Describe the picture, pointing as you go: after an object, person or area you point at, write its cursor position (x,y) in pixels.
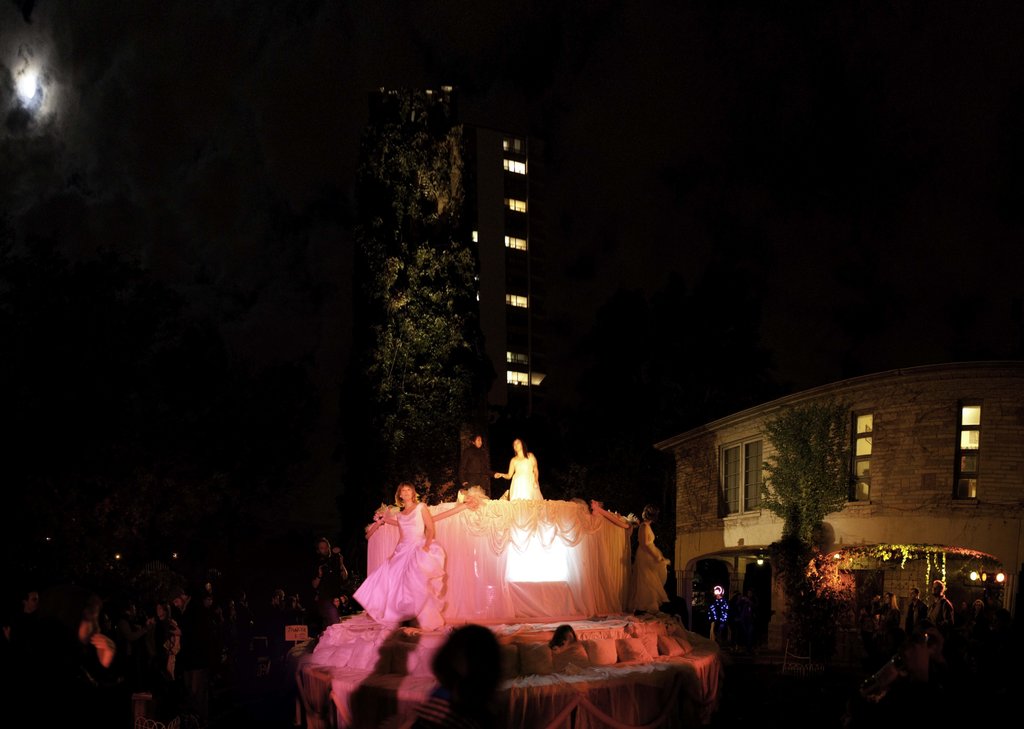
Here in this picture in the middle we can see a place (488,585) is decorated with curtains (503,564) and lights (528,573) and we can see three women (436,551) in white colored dress (391,573) standing over the place (464,551) and in front of them we can see number of people (205,590) standing and watching them and behind them we can see a house (682,524) with windows (726,514) present on it and we can also see plants (818,589) and trees (343,477) present and beside that we can see a building (504,248) with windows (513,298) present and we can see clouds (180,299) and moon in the sky (145,104).
